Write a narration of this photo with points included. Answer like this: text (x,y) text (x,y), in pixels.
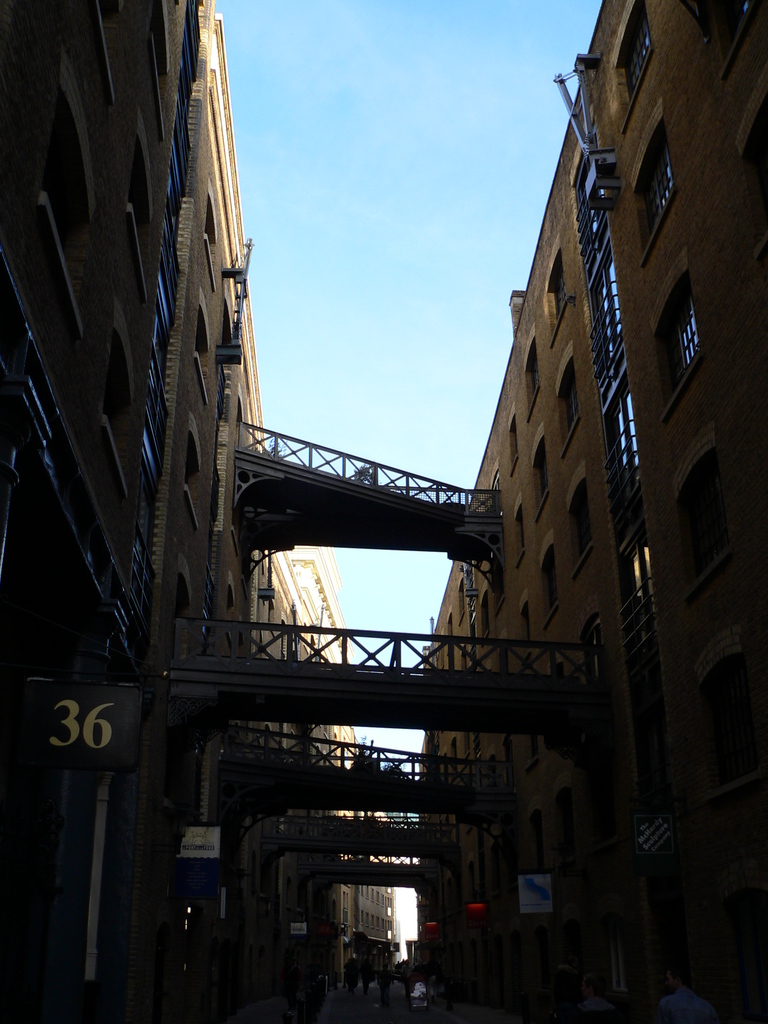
In this image there are buildings (116,423), railings (488,638), boards (70,738), people (381,974), sky (405,9), bridges (433,674) and objects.
